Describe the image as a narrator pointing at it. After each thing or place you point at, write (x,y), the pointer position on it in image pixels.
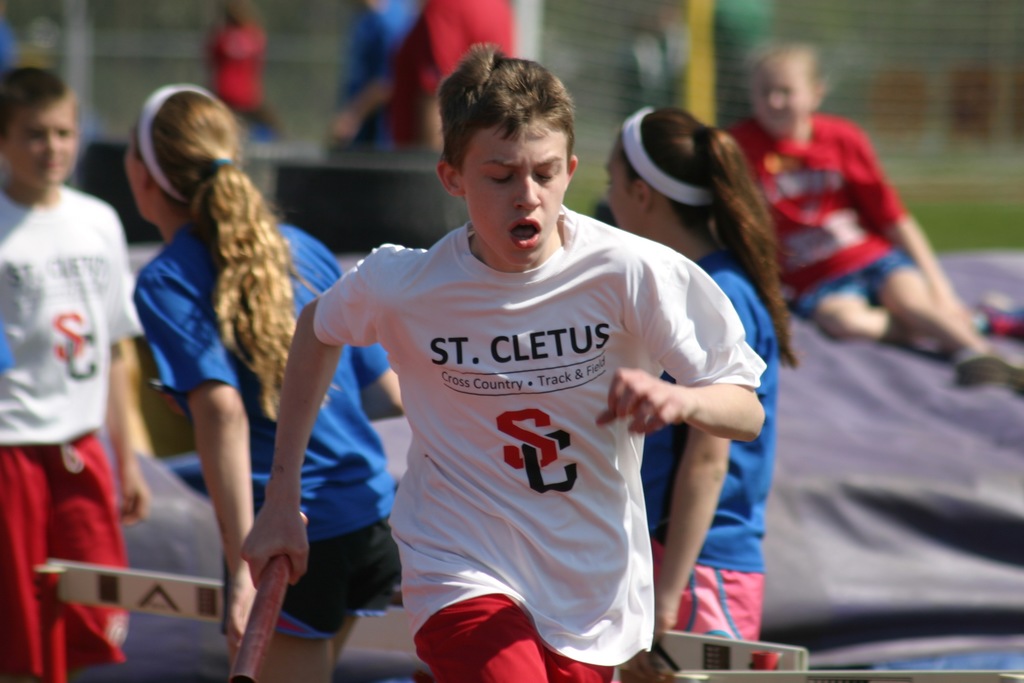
In this picture there is a boy (574,585) in the center of the image (547,318), he is running and there are other people (265,291) in the background area of the image (793,57).
